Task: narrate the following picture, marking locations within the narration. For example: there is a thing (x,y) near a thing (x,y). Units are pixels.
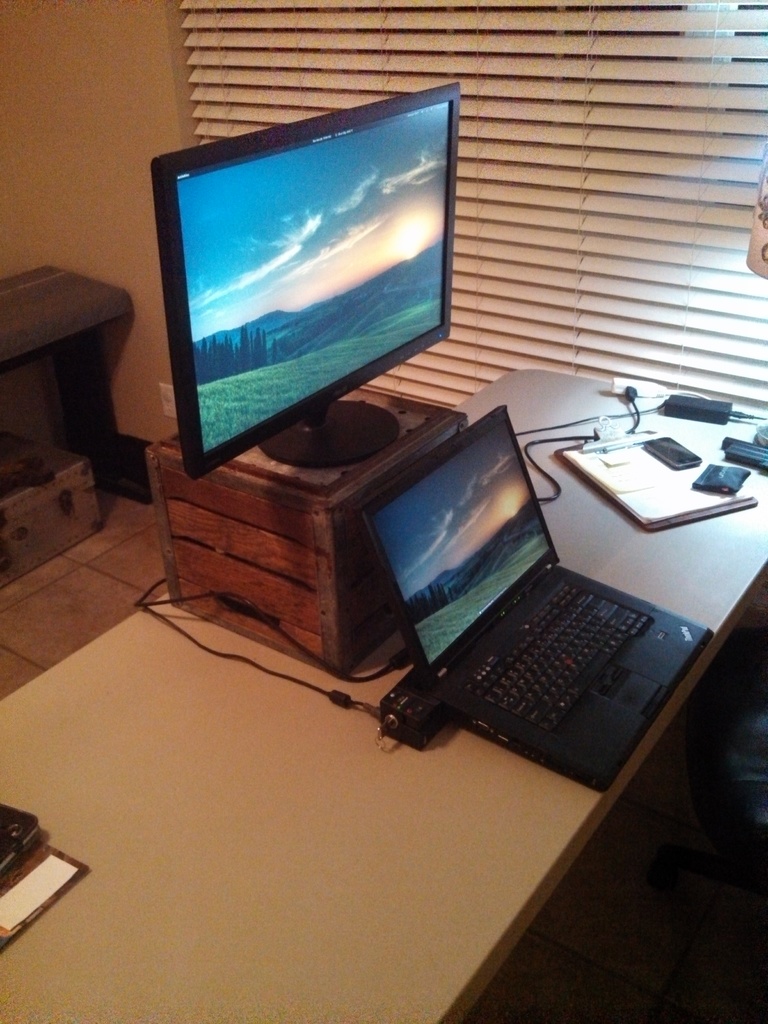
The picture consists of table (150,729) on this table (140,723) there are two systems (503,612) one is laptop (541,576) and there are some mobiles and a plank (679,521) with paper (711,505) attached to it and beside these there is a window (695,85) with shutters (685,366) and there is one big wooden box (283,523) on the table (148,715) and behind the table (675,533) there is a another table (29,301) and under that there is a wooden box (69,513).
